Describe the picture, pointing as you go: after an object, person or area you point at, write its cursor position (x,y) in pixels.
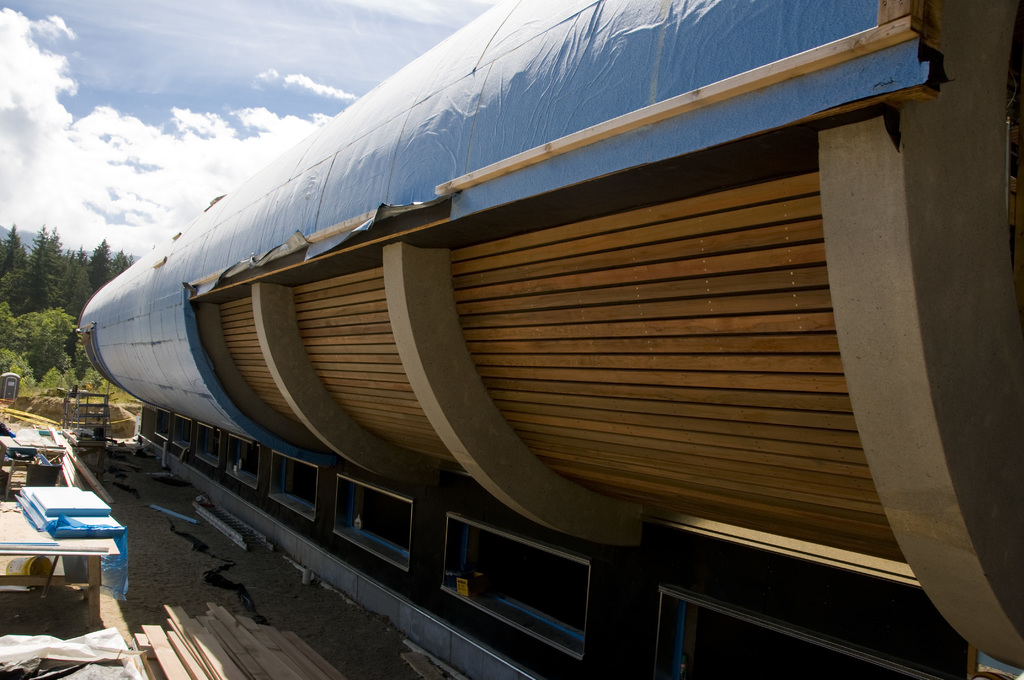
In the image we can see the construction (227,347) and wooden sheets (225,633). Here we can see trees (36,316), plants (61,369) and a cloudy sky (115,124).
